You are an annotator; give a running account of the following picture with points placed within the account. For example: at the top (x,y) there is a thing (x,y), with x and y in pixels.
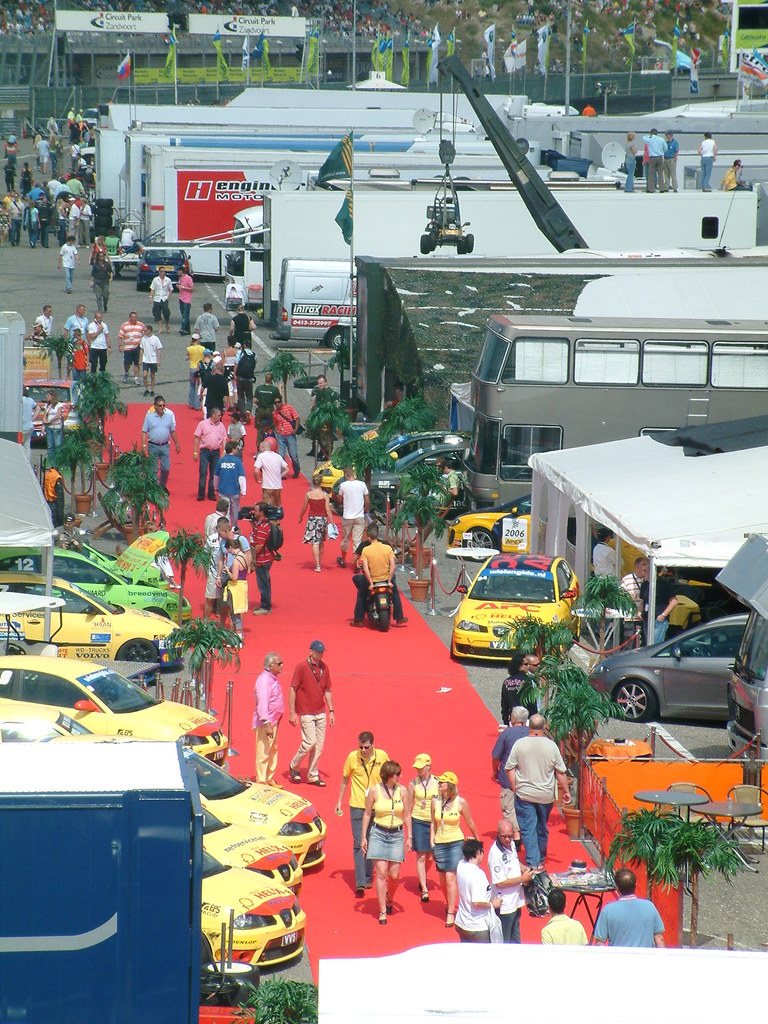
In the center of the image (263,535) there are a few people (630,887) walking on the red carpet (331,752) and there are a few people (28,225) walking on the road (40,272). There are vehicles (316,314) on the road (756,839). There are tables (722,805), chairs (763,825), flower pots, flags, poles (55,25), tents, banners (717,765), metal fence (592,103) and a crane (452,187). In the background of the image (100,53) there are boards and there are a few people (727,11) on the stands (284,51).
